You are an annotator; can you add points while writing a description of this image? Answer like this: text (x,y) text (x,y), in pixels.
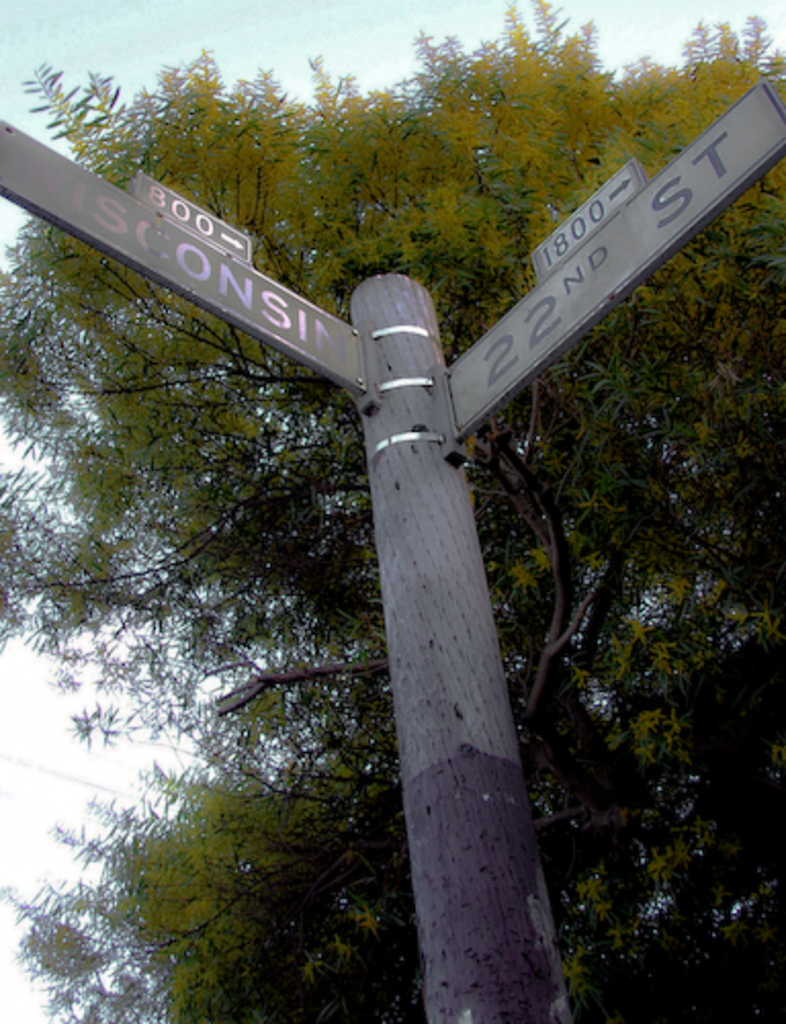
In this picture there is a pole (537,1000) in the foreground (434,326) and there are boards (306,314) on the poles (427,372) and there is text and there are numbers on the boards (577,281) and there is a tree (466,57). At the top (237,37) there is sky (289,47).
